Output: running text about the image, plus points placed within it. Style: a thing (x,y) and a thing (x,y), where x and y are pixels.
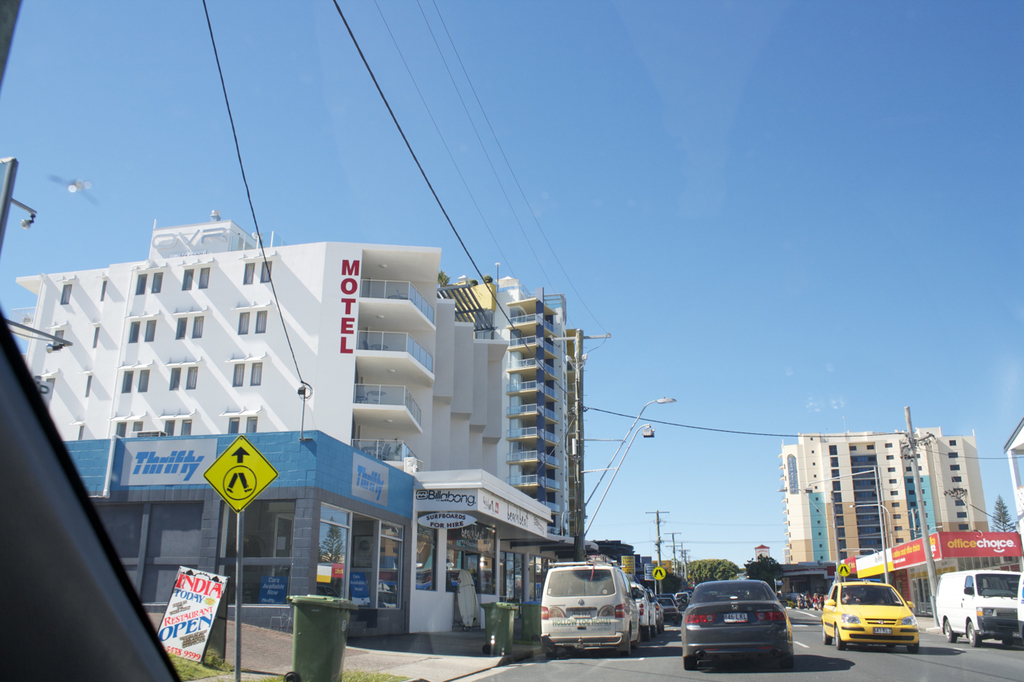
In this image we can see some vehicles (677,604) on the road (624,655) and there are some sign boards (937,552). We can see some buildings (223,562) and there is a dustbin (312,646) and to the side, we can see a board (206,626) with text (207,610). We can also see some trees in the background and we can see the sky (513,106).
